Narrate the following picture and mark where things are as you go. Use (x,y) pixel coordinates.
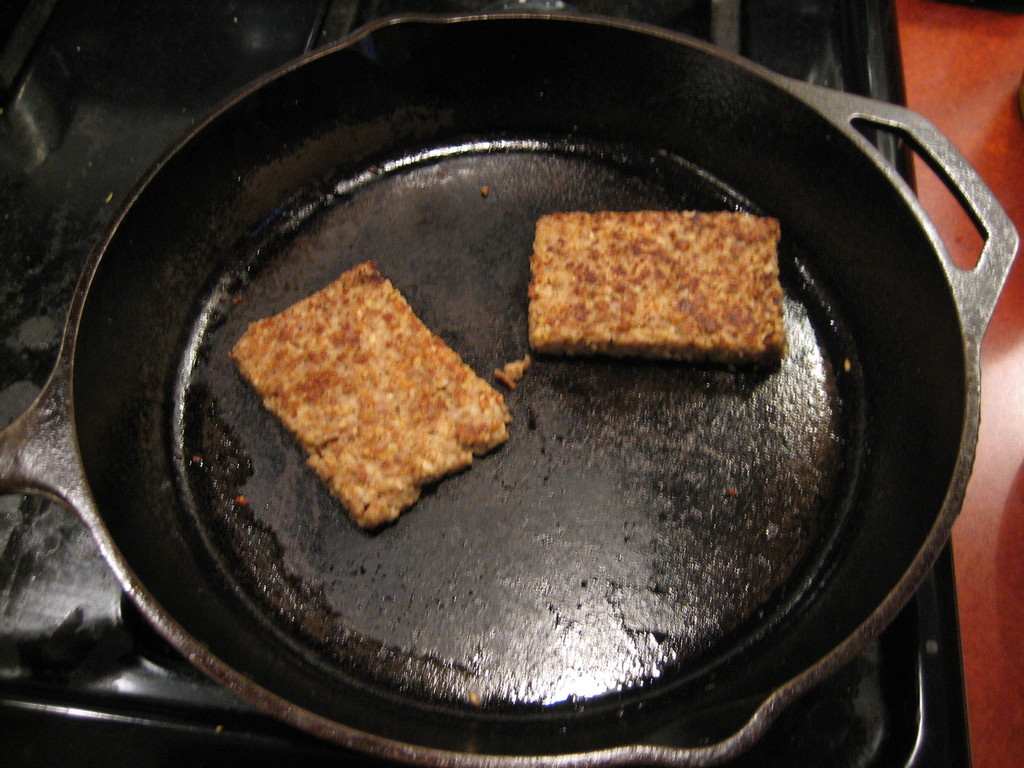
In this picture it looks like 2 pieces of any food item (610,310) kept in the pan (615,178) on a stove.
